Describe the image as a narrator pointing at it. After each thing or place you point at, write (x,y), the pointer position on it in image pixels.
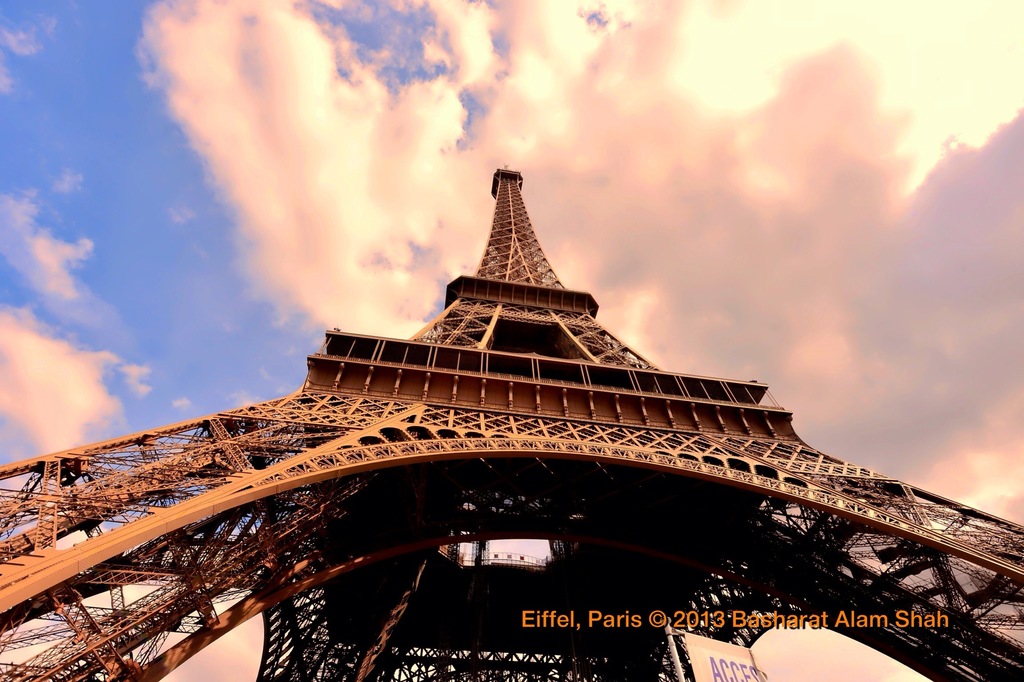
In the center of the image (513,454) there is an eiffel tower (513,424). In the background (417,326) there is sky (160,269) and clouds (417,104).
